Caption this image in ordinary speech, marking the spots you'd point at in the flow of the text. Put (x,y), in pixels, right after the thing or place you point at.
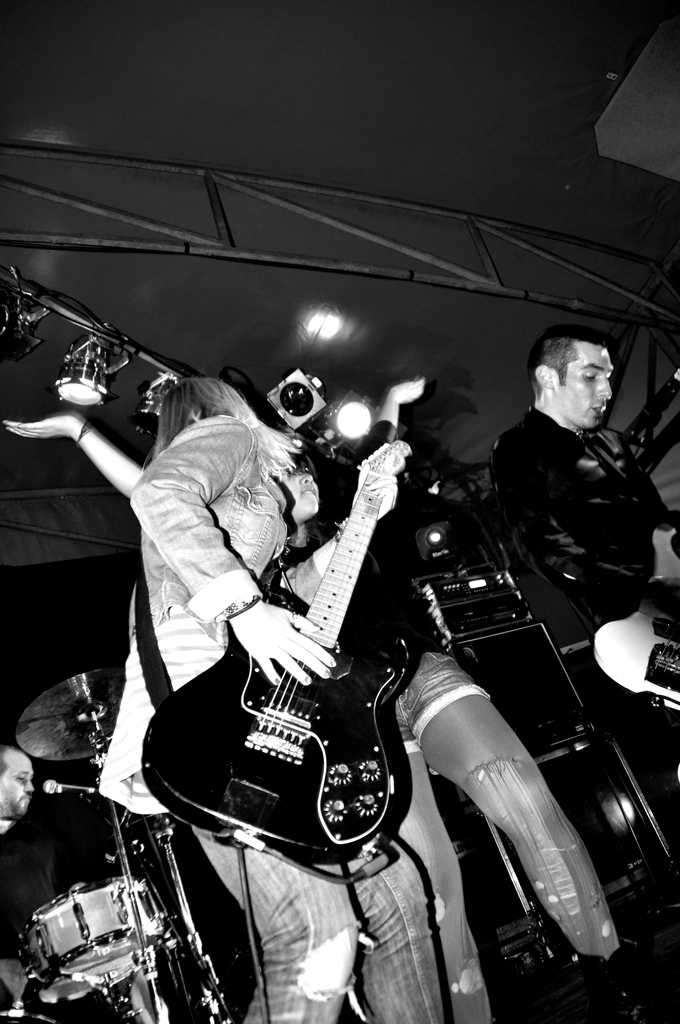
Here we can see a group of people (263,458) performing on a stage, in front (192,527) we can see a lady (185,551) playing a guitar (337,656) and at the right side (555,509) we can see a man (583,489) he is also playing a guitar (671,649) and behind them there is a person (21,912) who is playing drums (91,906) and he is having a microphone (73,785) in front of him, here we can see fancy lights (104,361).
